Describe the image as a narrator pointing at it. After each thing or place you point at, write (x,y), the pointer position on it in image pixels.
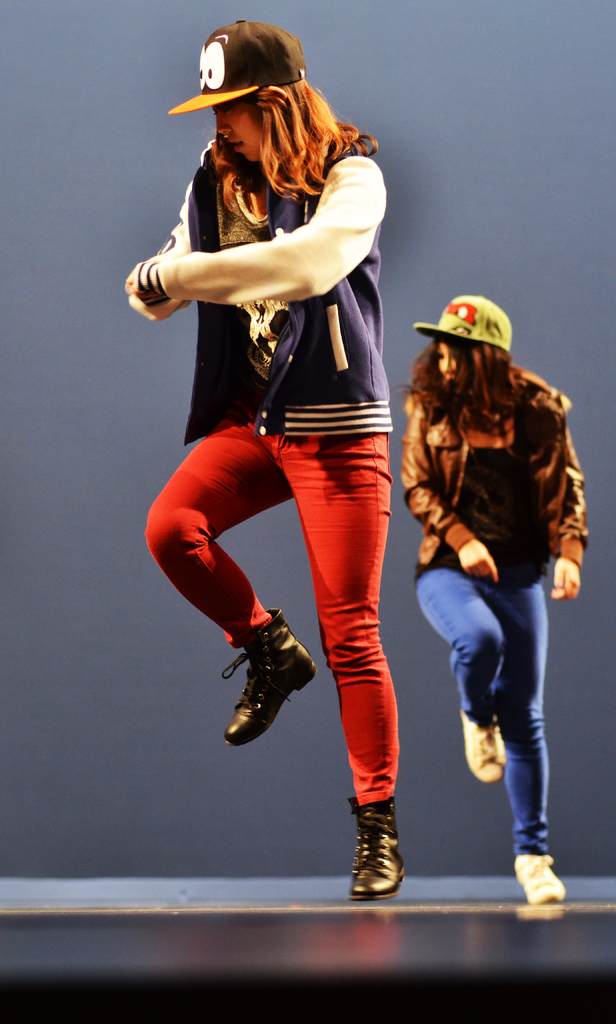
In the center of the image (323,398) we can see persons (381,663) performing on floor (340,914). In the background (90,490) there is wall (437,108).
